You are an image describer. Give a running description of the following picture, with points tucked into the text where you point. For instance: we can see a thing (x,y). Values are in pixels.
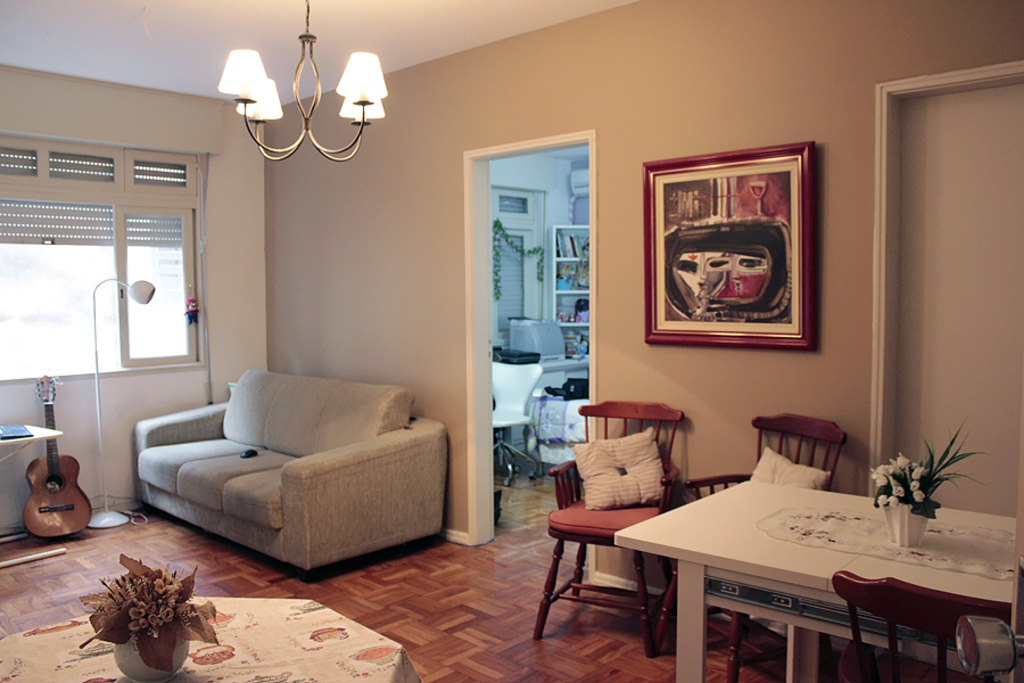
In this picture we can see a room (660,174) with sofa (314,402) at one end stand (96,307) and lamp (94,299) guitar (68,471), chair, table (656,549) and on chair (648,514) there are pillows (593,455) and here it is a wall (725,106) and frame (682,299) inside the other room (575,266) there are racks (552,286) full of books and here is a table (314,620) we can see flower vase (181,619).
